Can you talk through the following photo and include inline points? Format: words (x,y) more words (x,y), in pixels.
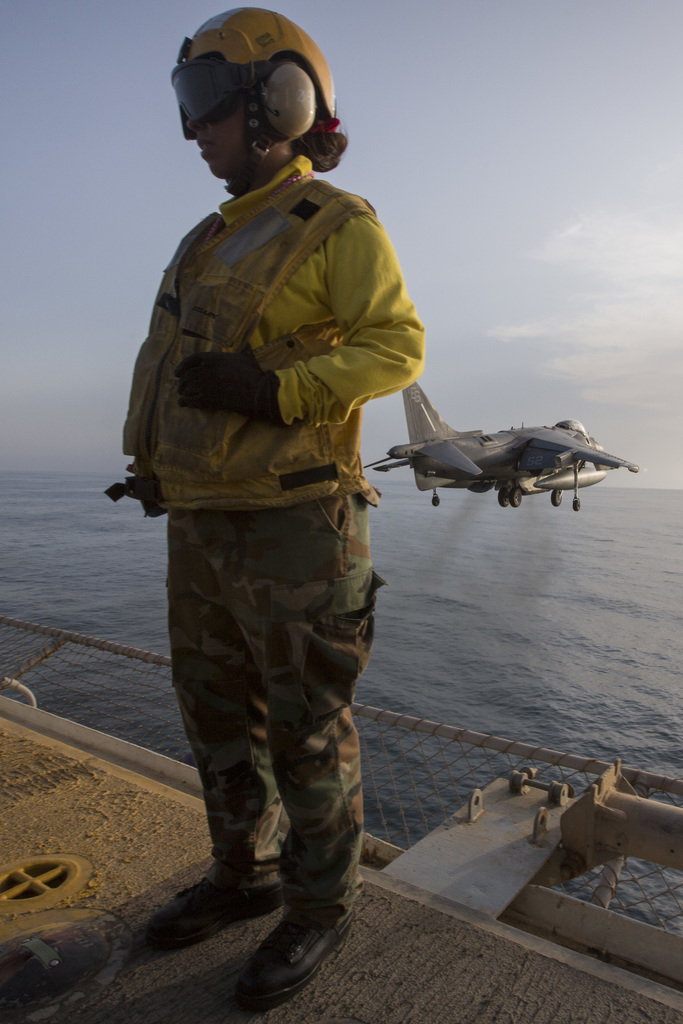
In this image there is a person (250,800) standing on the platform (324,988). Behind her there is a pipe (675,816) connected to the metal platform (484,842) and there is a mesh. In the background of the image (547,596) there is water (548,566). There is an aircraft (403,384) in the air (680,440). There is sky (487,238).
